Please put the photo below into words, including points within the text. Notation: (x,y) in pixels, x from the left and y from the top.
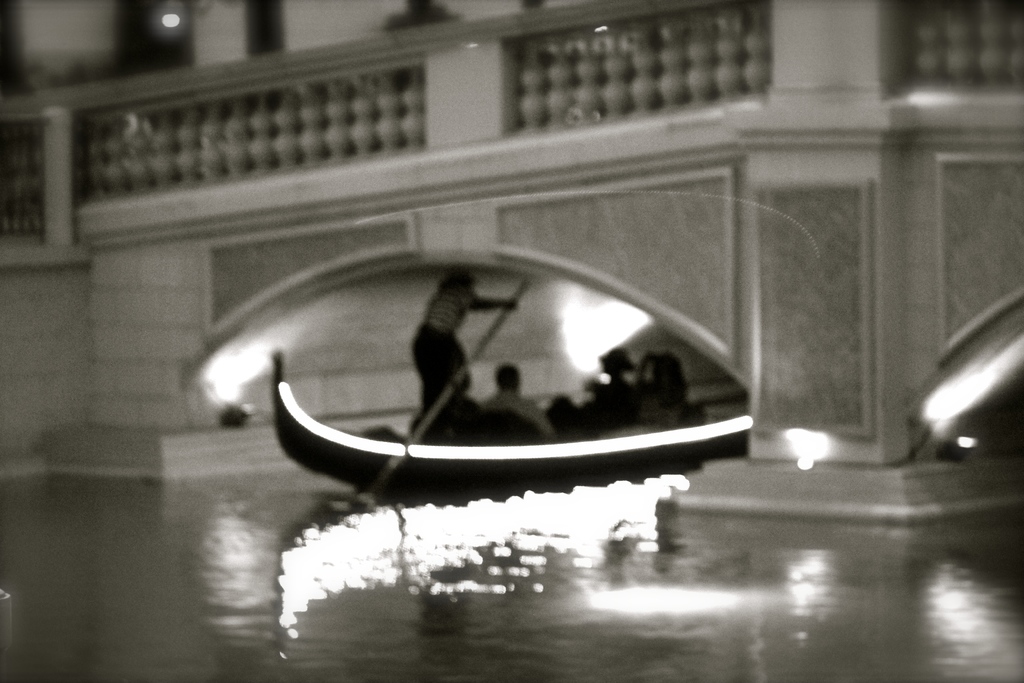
In this image I can see the group of people (565,415) sitting on the boat (439,489). I can see the boat (433,481) on the water (154,674). In the background (384,266) I can see the building (376,124) with lights (561,334) and the railing (437,43). And this is a black and white image.
